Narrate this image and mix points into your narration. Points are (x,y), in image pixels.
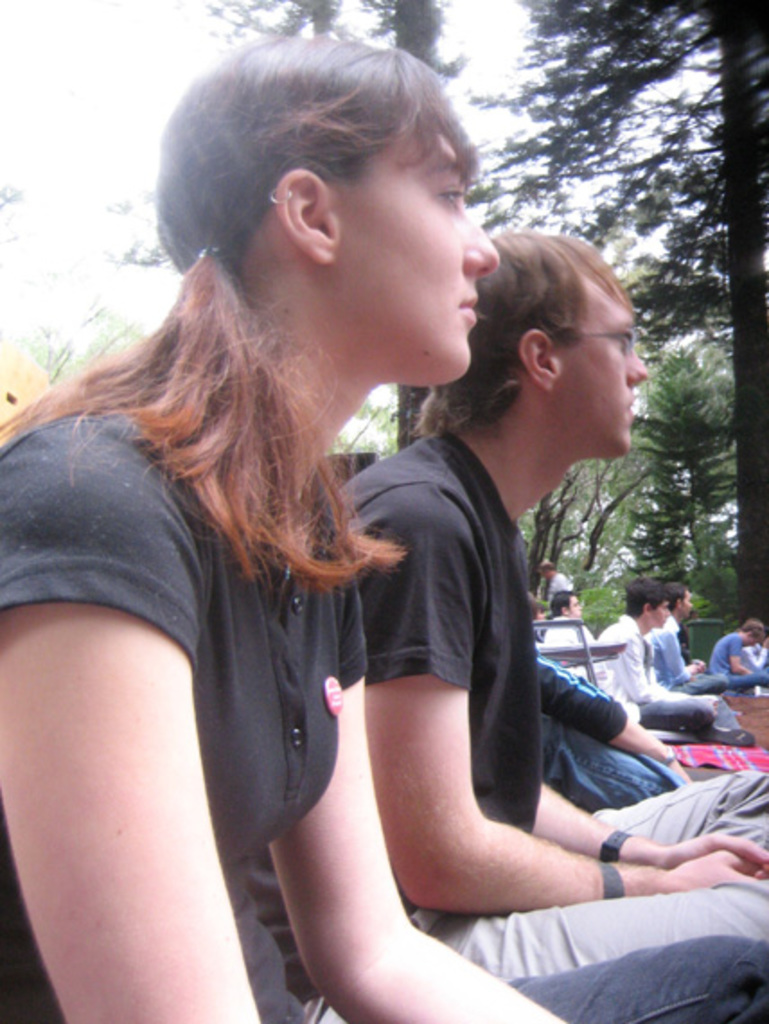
In this image, we can see a group of people (403,697) are sitting. Here there is a chair (591,652). Background (764,473) we can see few trees (764,483).
